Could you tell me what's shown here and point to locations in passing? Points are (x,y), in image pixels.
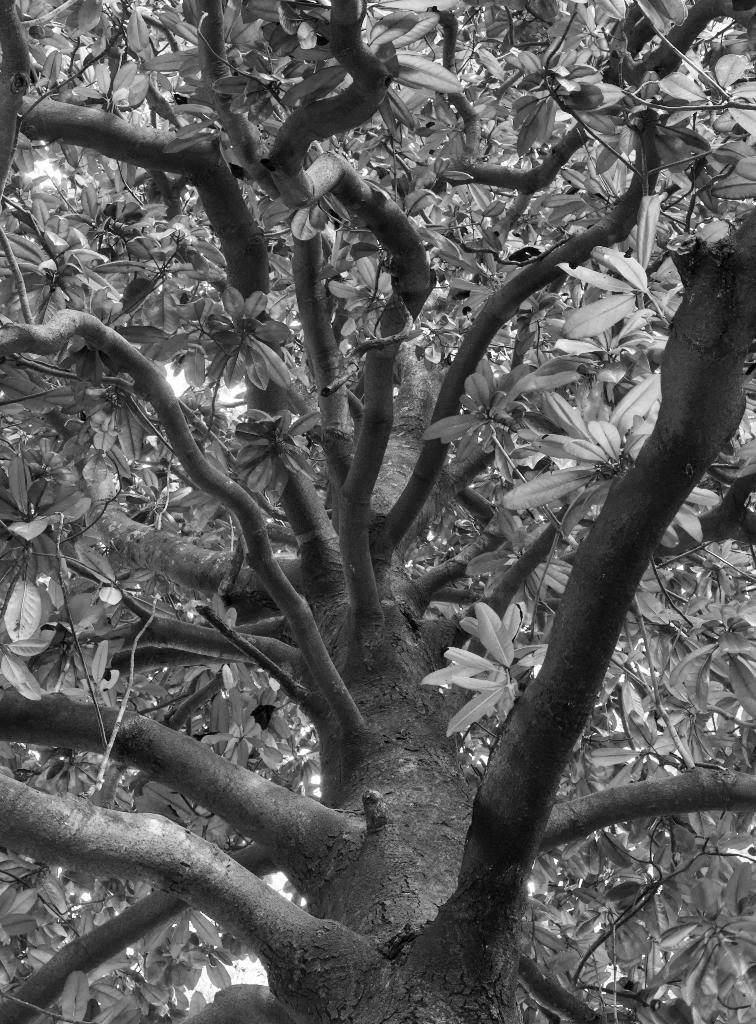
This is a zoom in picture of a tree (341,611) as we can see there are some leaves (403,119) in middle of this image (462,532).
